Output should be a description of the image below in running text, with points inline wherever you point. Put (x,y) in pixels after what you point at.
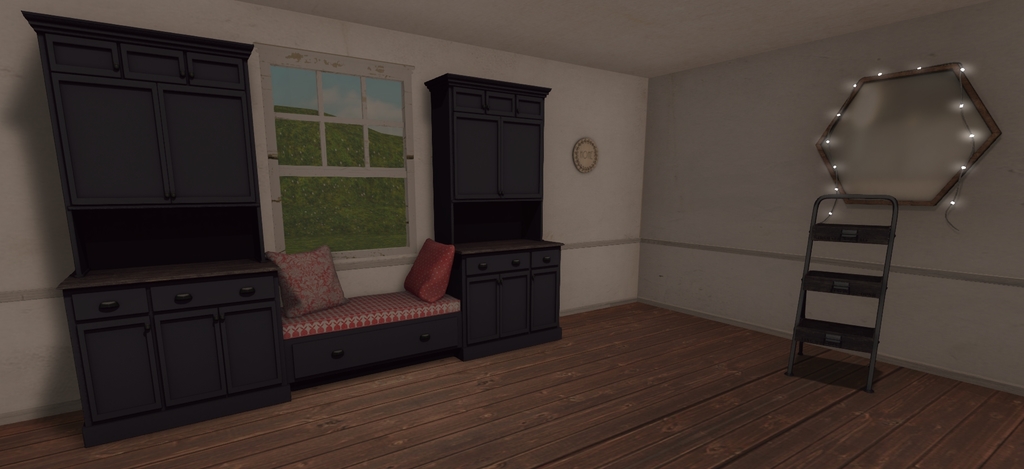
In this picture I can see a depiction picture, where I can see 2 cupboards (58,110), a sofa (355,346) and on it I can see 2 cushions (310,268) and I can see a stand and I see the floor (551,446). On the right side of this image (819,140), I can see the lights (831,216) and a thing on the wall (676,156). In the middle of this picture (373,172) I can see the window (294,132) and through the window (294,132) I can see the grass (317,147) and the sky (326,100).
